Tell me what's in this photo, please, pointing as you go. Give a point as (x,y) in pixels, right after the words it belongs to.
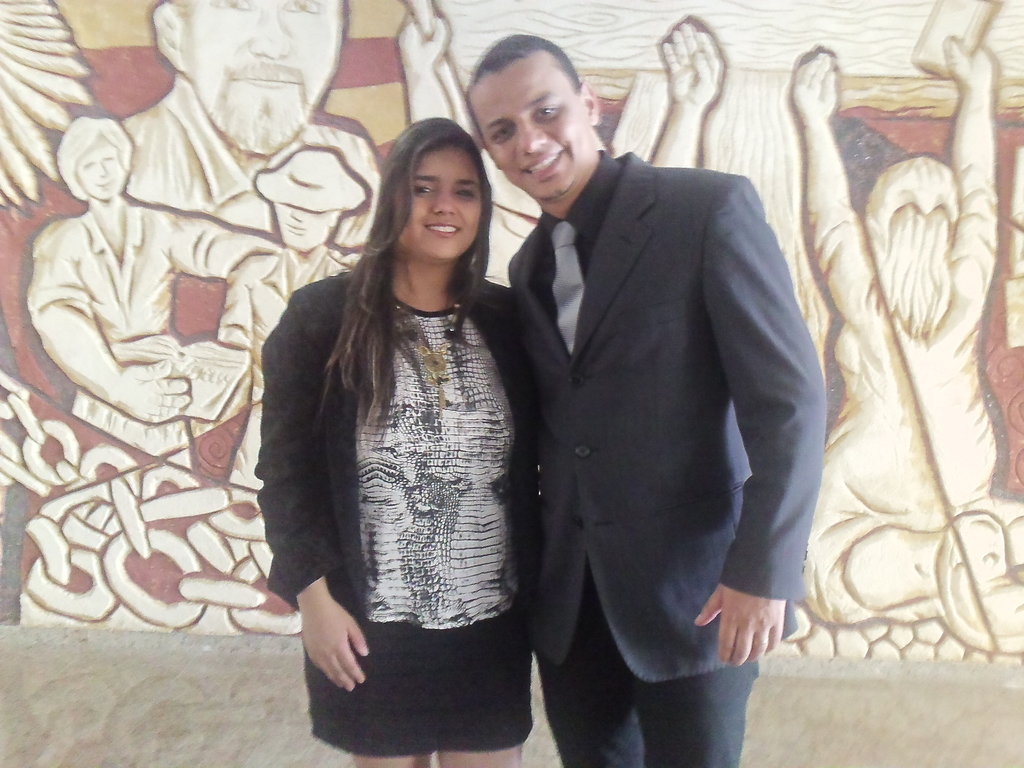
This image consists of two persons (534,410) a man (624,289) and a woman (485,532). The man (682,515) is wearing a blue suit (635,655). The woman (431,580) is wearing a black jacket (366,545). In the background (422,81), we can see an art (829,304) on the wall (146,145).
